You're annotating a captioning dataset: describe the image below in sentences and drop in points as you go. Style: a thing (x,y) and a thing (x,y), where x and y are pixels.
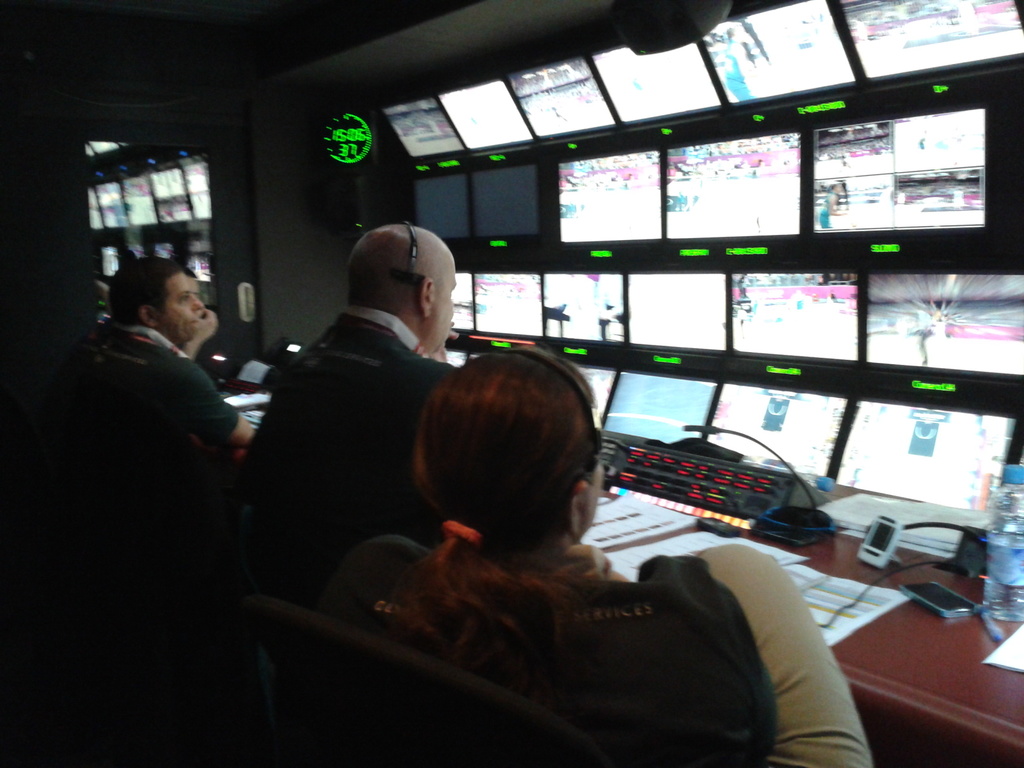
In this picture, we can see a few people (458,518), chairs (359,760), we can see some objects (988,533) on the table (955,705) like, bottles (1009,554), papers (823,591), devices (733,451), and we can see some screen (480,222), and we can see the glass door (206,250).
